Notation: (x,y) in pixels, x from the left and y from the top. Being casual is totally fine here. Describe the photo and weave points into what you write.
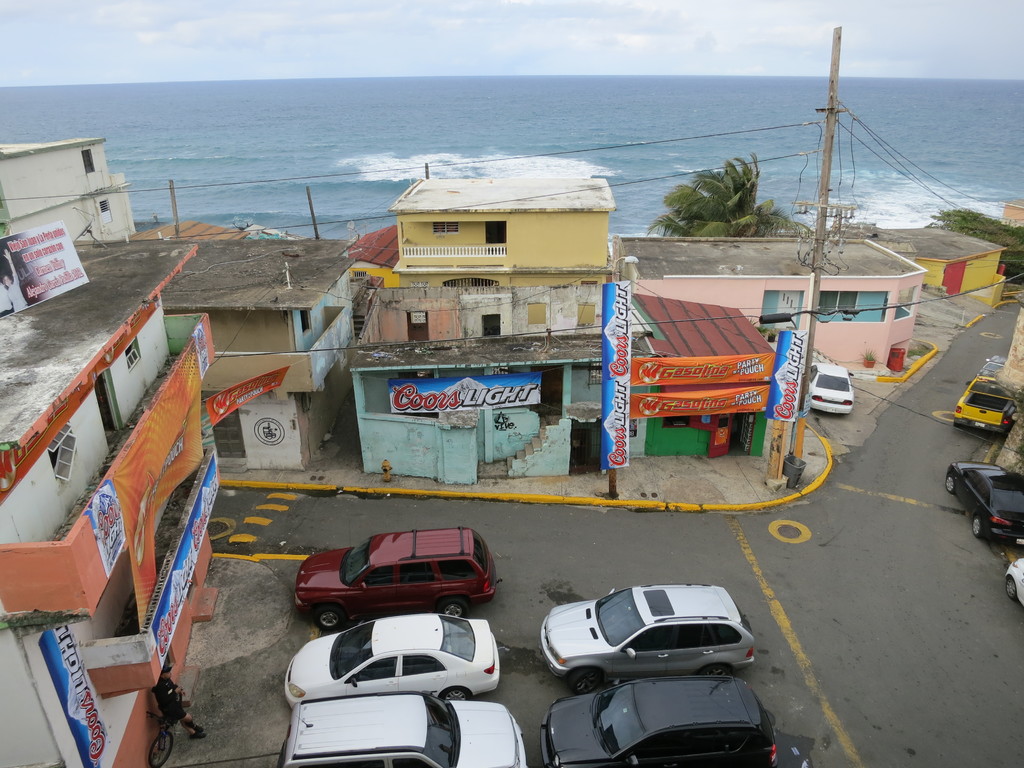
Here in this picture we can see number of houses (353,361) present over there and we can also see an electric pole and we can also see number of cars (397,546) and trucks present on the road (951,380) over there and we can see plants (743,231) and trees (742,227) here and there, we can see banners (191,404) present here and there and in the far we can see water (380,198) present all over there and we can also see clouds (160,44) in the sky (516,59).
